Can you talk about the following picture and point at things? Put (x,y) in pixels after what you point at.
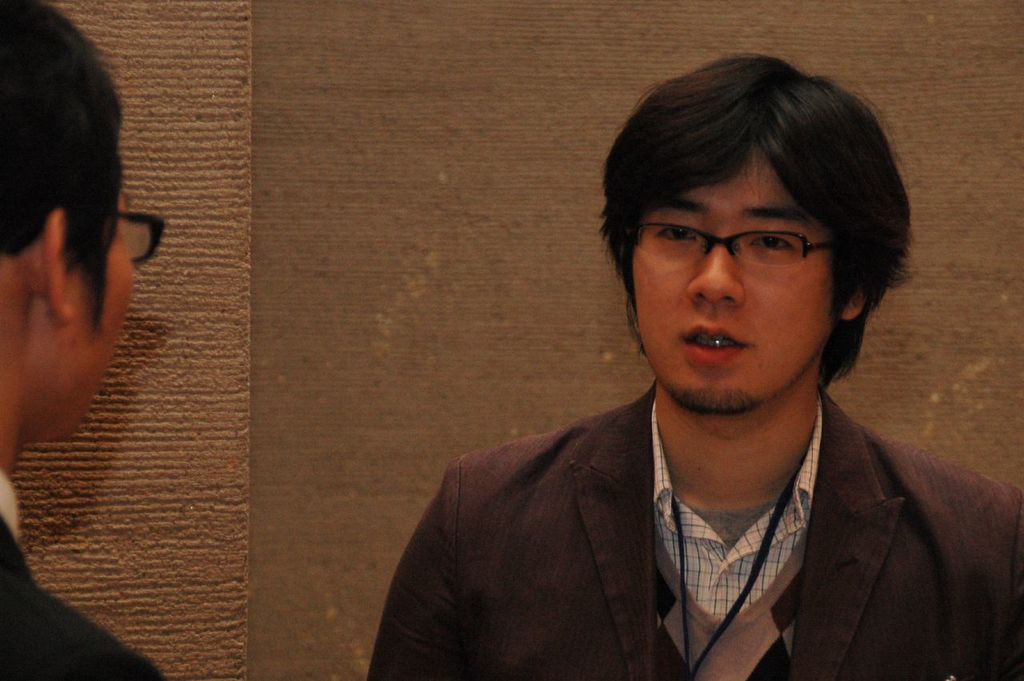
In the picture I can see a person (544,622) wearing blazer (650,609), shirt (810,492) and spectacles (638,236) is standing here. On the left side of the image (64,412) we can see another person (14,618) wearing a blazer (65,644) and spectacles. In the background (164,282), we can see the brown color wall (309,292).
